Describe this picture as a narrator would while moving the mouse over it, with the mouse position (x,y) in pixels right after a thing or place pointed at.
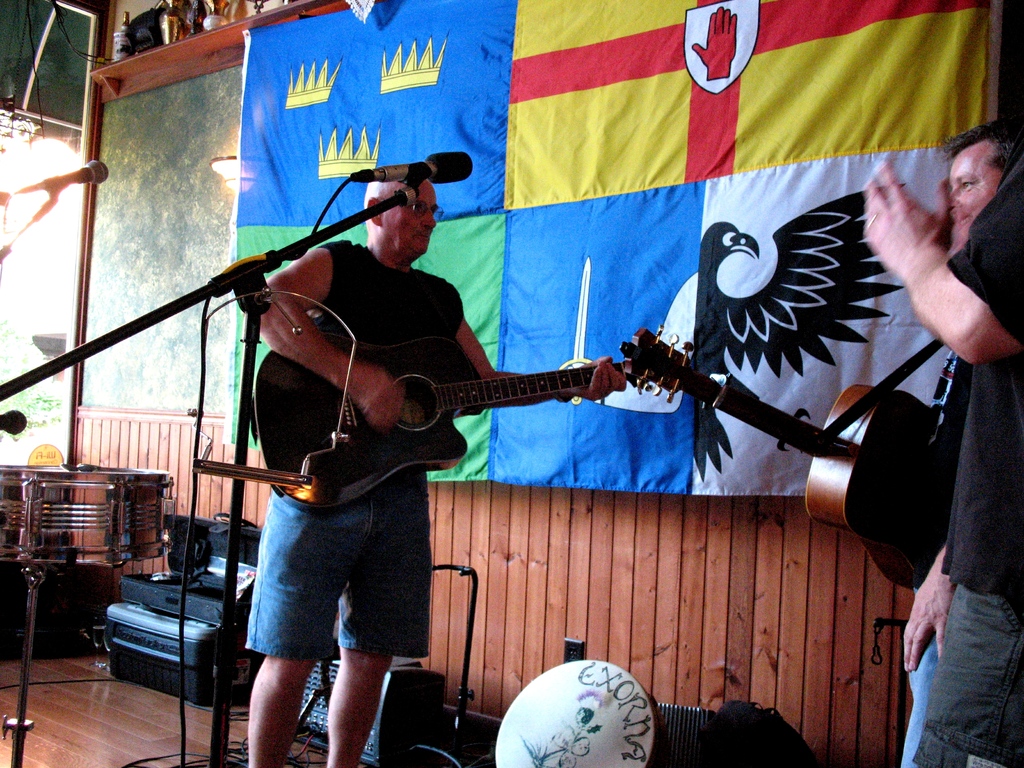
In this image i can see a person (364,303) in black t shirt (343,294) and blue shorts (325,580) is standing and holding a guitar (312,488) in his hand (399,399), and to the right side of the image (943,709) i can see few other persons (973,712), one of them is holding a guitar (838,415), i can see a microphone (9,424). In the background (588,149) i can see a huge banner (633,68). a microphone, few objects (136,44) on the shelf (129,64) and few other musical instruments (129,562).
